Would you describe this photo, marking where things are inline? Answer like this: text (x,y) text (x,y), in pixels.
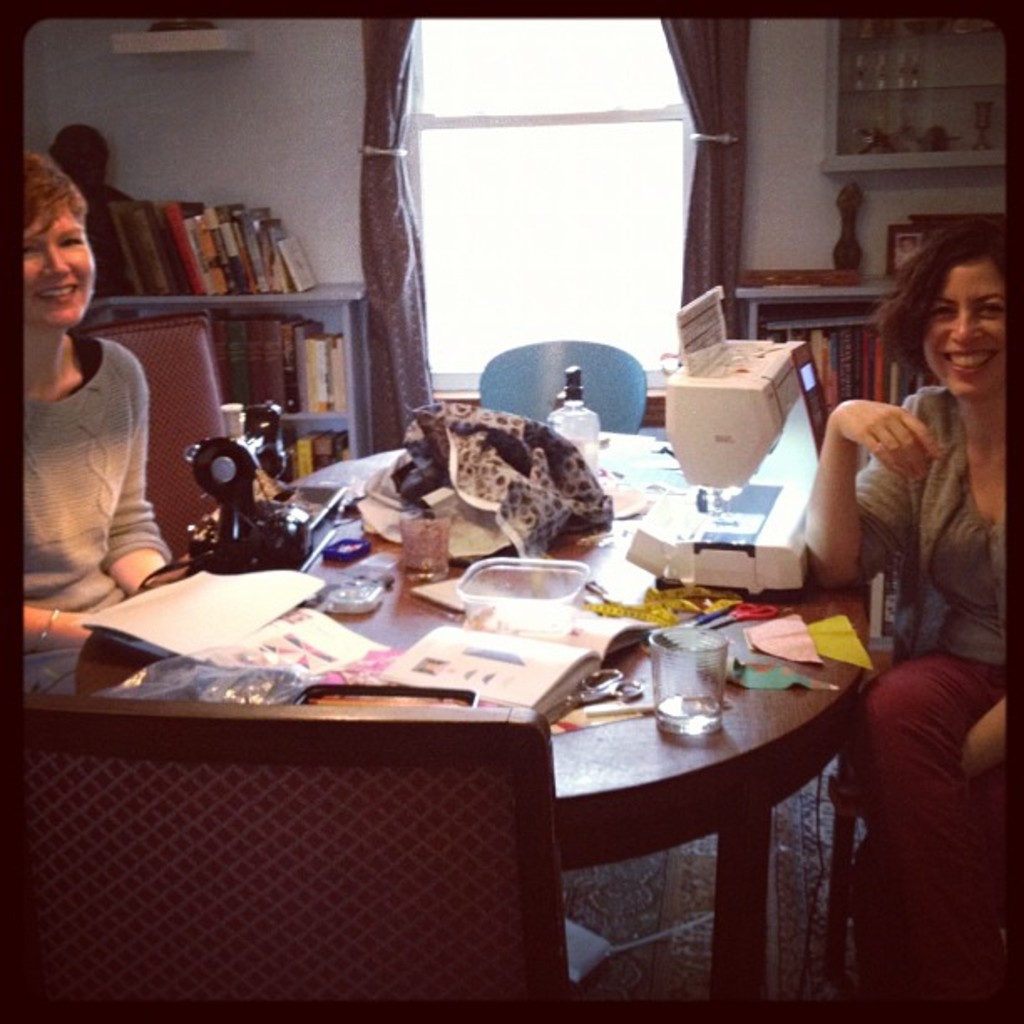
this picture shows two women (904,718) seated on the chairs (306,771) and we see glass (659,633), papers (151,611) and a sewing machine (728,552) on the table (606,665) and we see a bookshelf (258,348) and curtains (726,62) to the window (665,213).
